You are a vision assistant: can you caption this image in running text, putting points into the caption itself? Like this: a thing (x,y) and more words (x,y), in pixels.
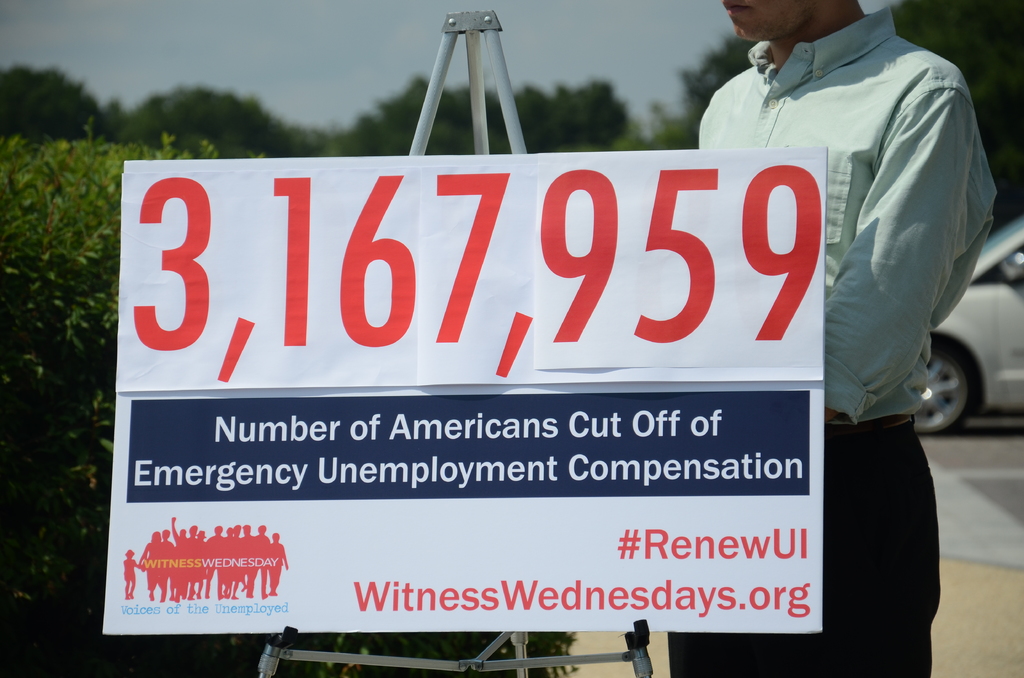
In this image I can see a tripod stand (434,89) and on it I can see a white colour board (608,183). I can also see something is written on the board (486,173) and behind it I can see a man (748,144) is standing. On the left side (84,175) I can see a plant (54,175) and in the background (533,105) I can see number of trees (969,34), a car (962,310) and the sky (60,7).
